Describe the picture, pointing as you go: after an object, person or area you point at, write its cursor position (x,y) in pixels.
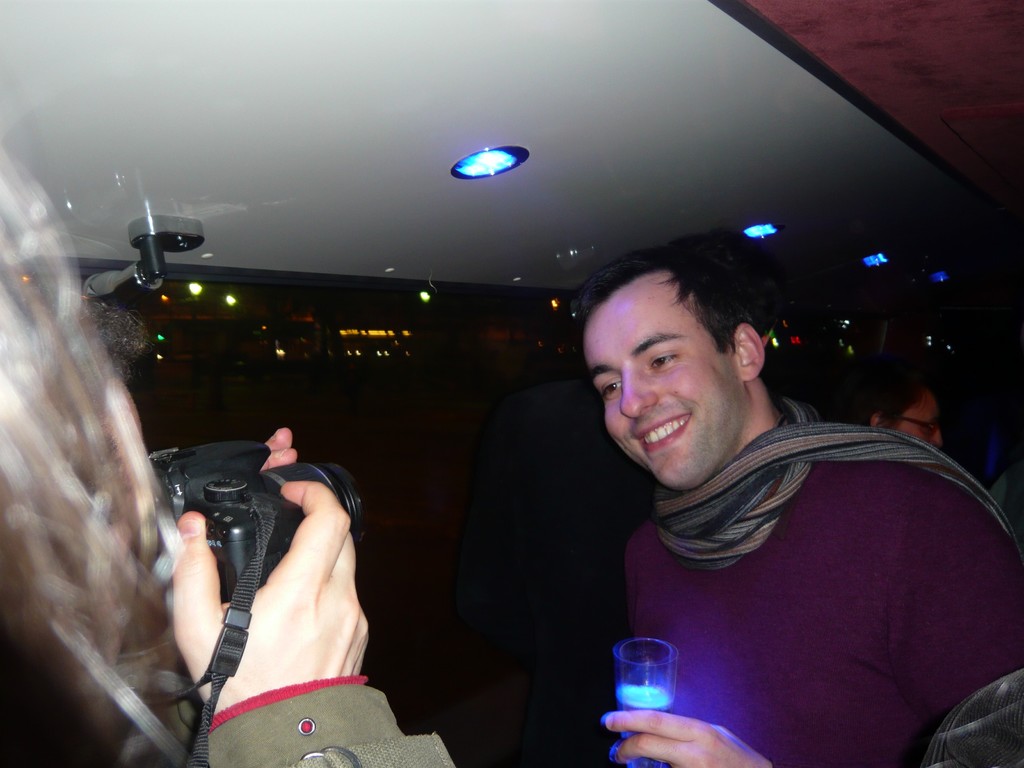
In this image we can see a man (846,742) on the right side (913,540). He is wearing a T-shirt (874,610) and he is holding a glass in his hand (695,746). He is smiling. Here we can see the scarf (793,461) on his neck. Here we can see a woman (347,765) on the left side (310,493) and she is capturing an image with a camera (358,524). Here we can see another woman (932,420) on the right side (891,375). Here we can see the lighting arrangement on the roof (620,221).
